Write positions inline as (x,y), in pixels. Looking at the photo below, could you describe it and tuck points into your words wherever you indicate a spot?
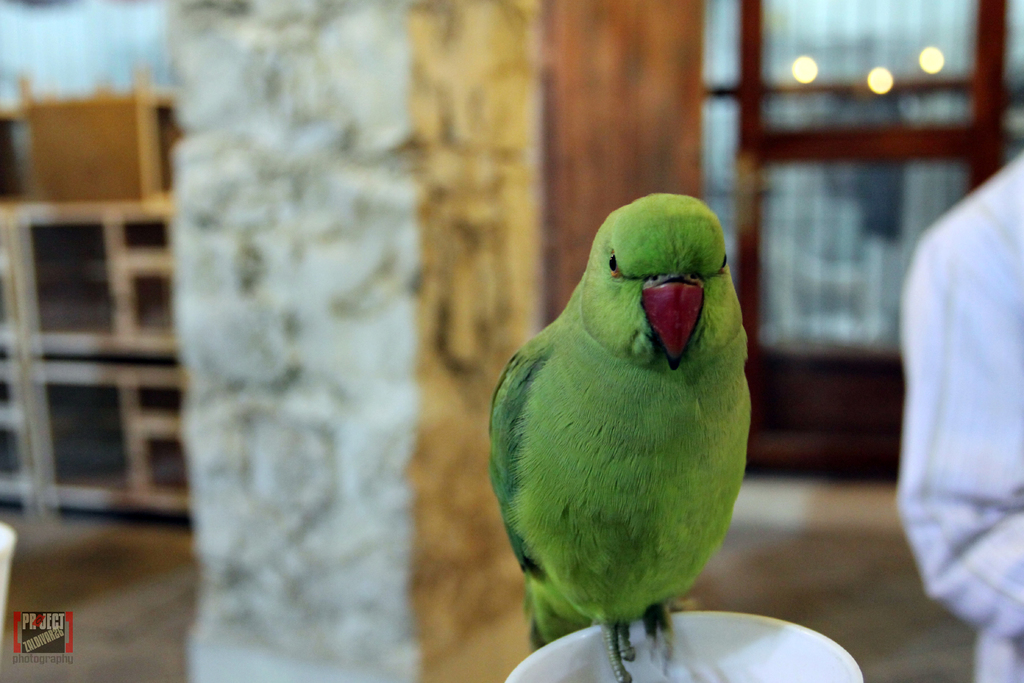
In this image, I can see a parrot (602,607) standing on an object (718,641). On the right side of the image (978,594), there is a person (970,368) standing. In the background (452,248), I can see few objects (95,451), which are slightly blurred. At the bottom left corner of the image (70,622), I can see the watermark (59,654).
